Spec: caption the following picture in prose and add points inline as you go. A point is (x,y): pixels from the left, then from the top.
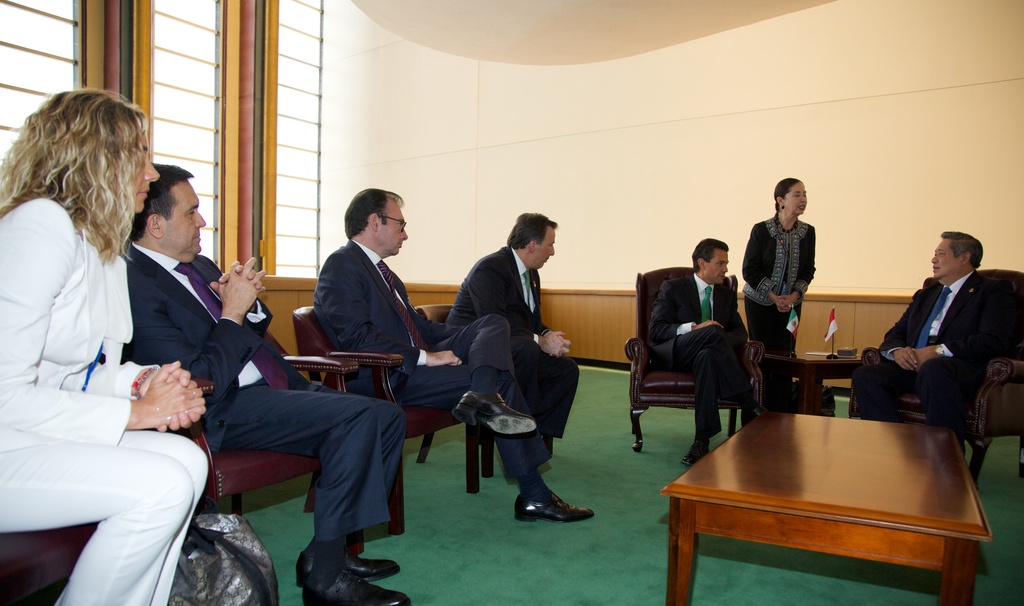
This is a image of a group of people (40,220) sitting in the couch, chair (1010,404) and in back ground (989,256) there is table (820,423), flag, wall (348,186), window (286,203).
